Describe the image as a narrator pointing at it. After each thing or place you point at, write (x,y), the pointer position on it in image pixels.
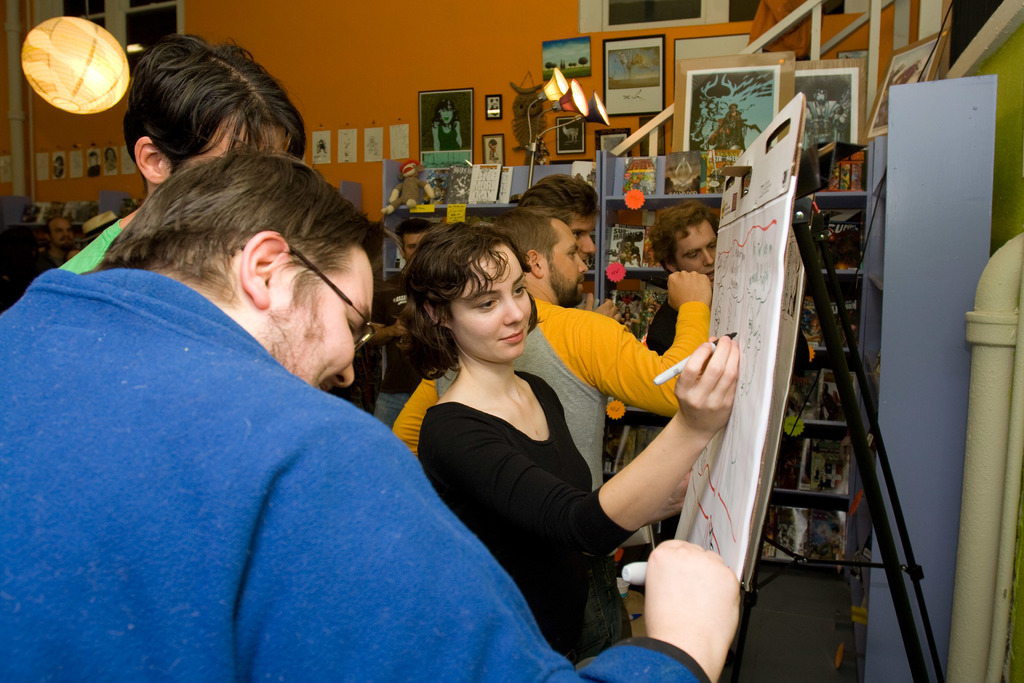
This picture is clicked inside the room (642,511). On the left (335,275) we can see the two persons (272,252) holding pens (680,365) and writing on the paper (739,436) attached to the board (767,181) and we can see the cabinets (437,221) containing many number of objects (460,182) and we can see the lamps (44,78), group of persons (250,73), wall (513,41), picture frames (547,66) hanging on the wall (272,37) and we can see many other objects (445,182) and metal rods (859,427).
